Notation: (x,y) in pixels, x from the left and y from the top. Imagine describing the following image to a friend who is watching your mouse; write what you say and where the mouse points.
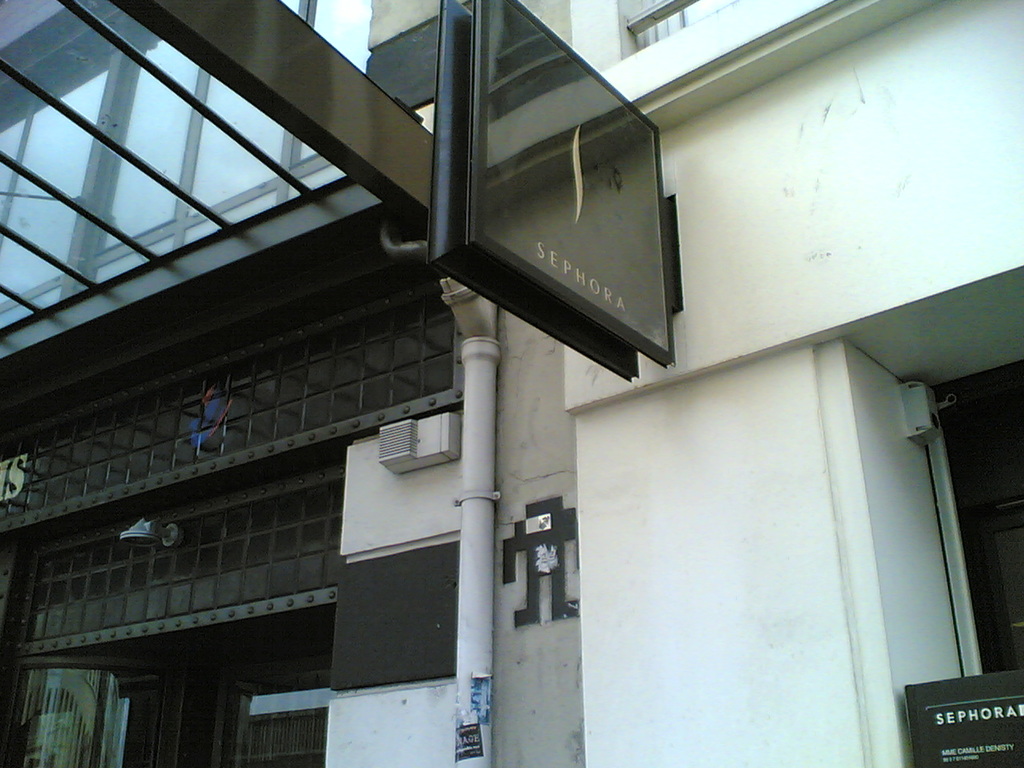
In the center of the image (515,410) we can see a building (668,610) and there is a board (515,288) placed on the wall (707,216).
